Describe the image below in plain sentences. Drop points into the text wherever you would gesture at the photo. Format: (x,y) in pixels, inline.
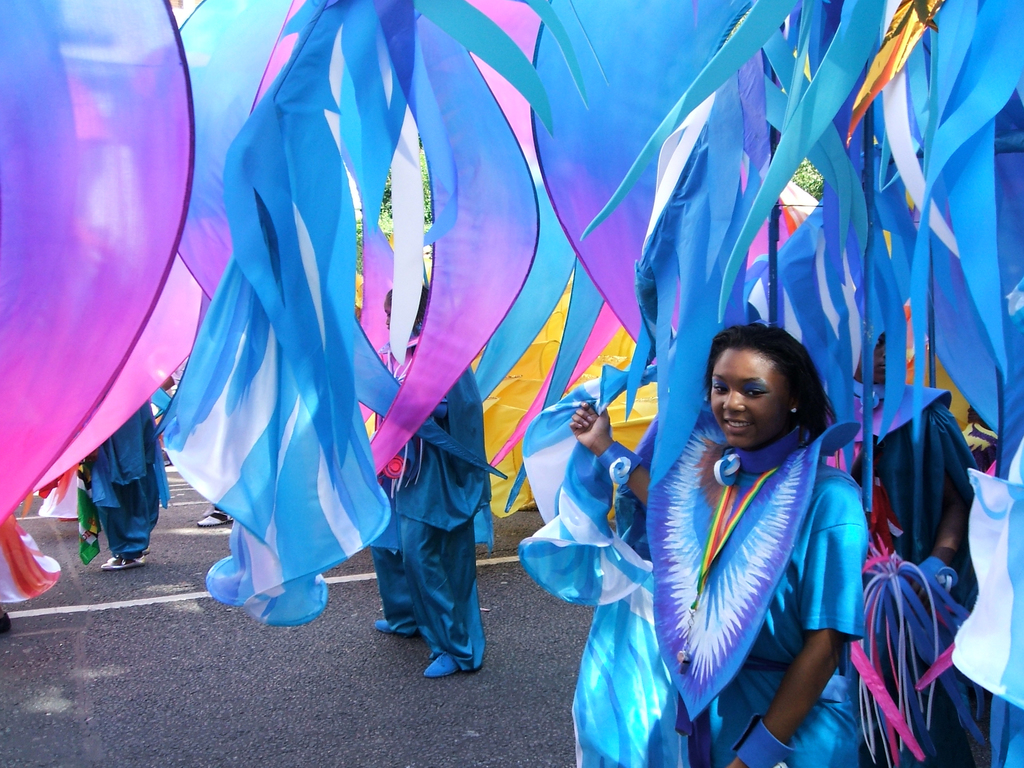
In this image, we can see people (438,592) wearing costumes (425,577) and in the background (612,352), there are streamers (411,194). At the bottom (290,673), there is a road (153,635).
